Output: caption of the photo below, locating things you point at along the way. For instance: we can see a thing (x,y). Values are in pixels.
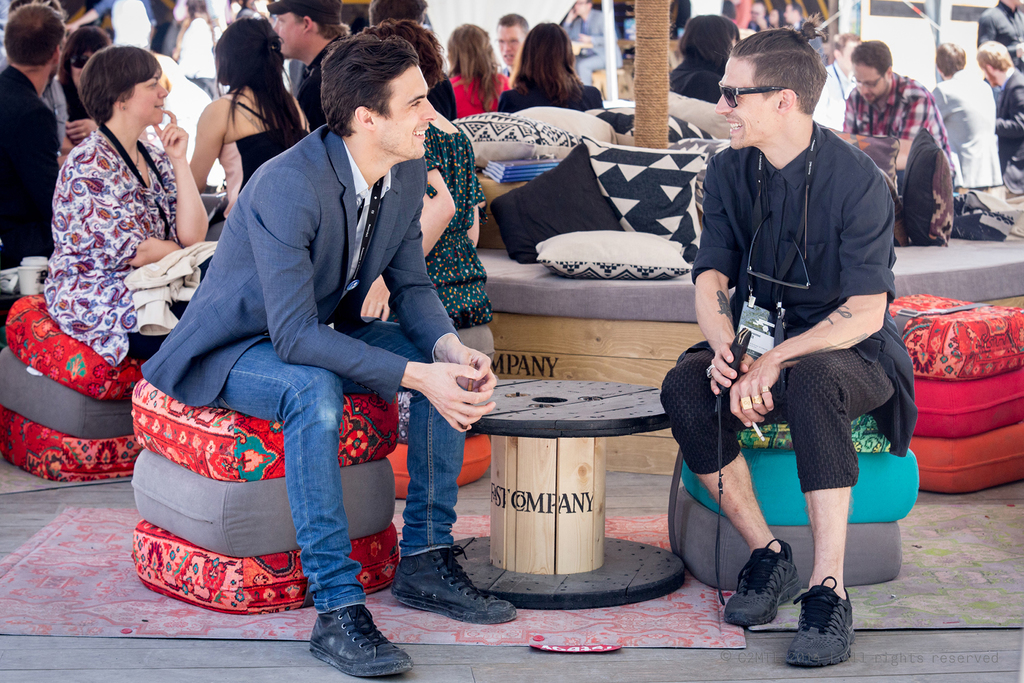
This picture seems to be clicked outside. In the center (439,290) we can see the group of people (23,227) seems to be sitting on the seats (257,495). In the foreground (774,189) we can see the two men (398,206) holding some objects (467,378), smiling and sitting on the seats (771,436) and we can see an object (555,431) which seems to be the stool (568,491) and we can see the text (559,510) on the stool (568,485) and the text (535,366) on the wooden object (599,351) and we can see the cushions (515,137), books (528,163), bag (986,237) and the glasses (31,289) and many other objects (29,274). In the background (1000,13) we can see the group of people (389,28) and some objects (626,24).
